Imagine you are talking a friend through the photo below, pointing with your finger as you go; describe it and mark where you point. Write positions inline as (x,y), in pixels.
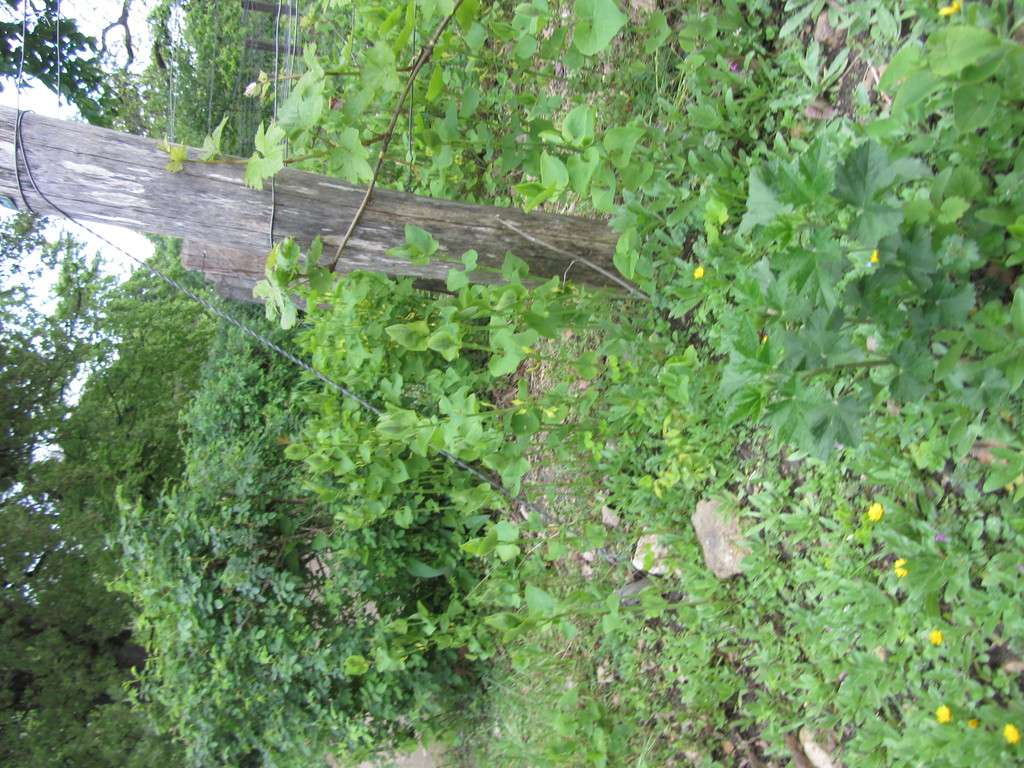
It is a tilted image there is a wooden pole fencing (369,216), around that fencing (324,246) there are many plants (422,514) and trees (144,711).
